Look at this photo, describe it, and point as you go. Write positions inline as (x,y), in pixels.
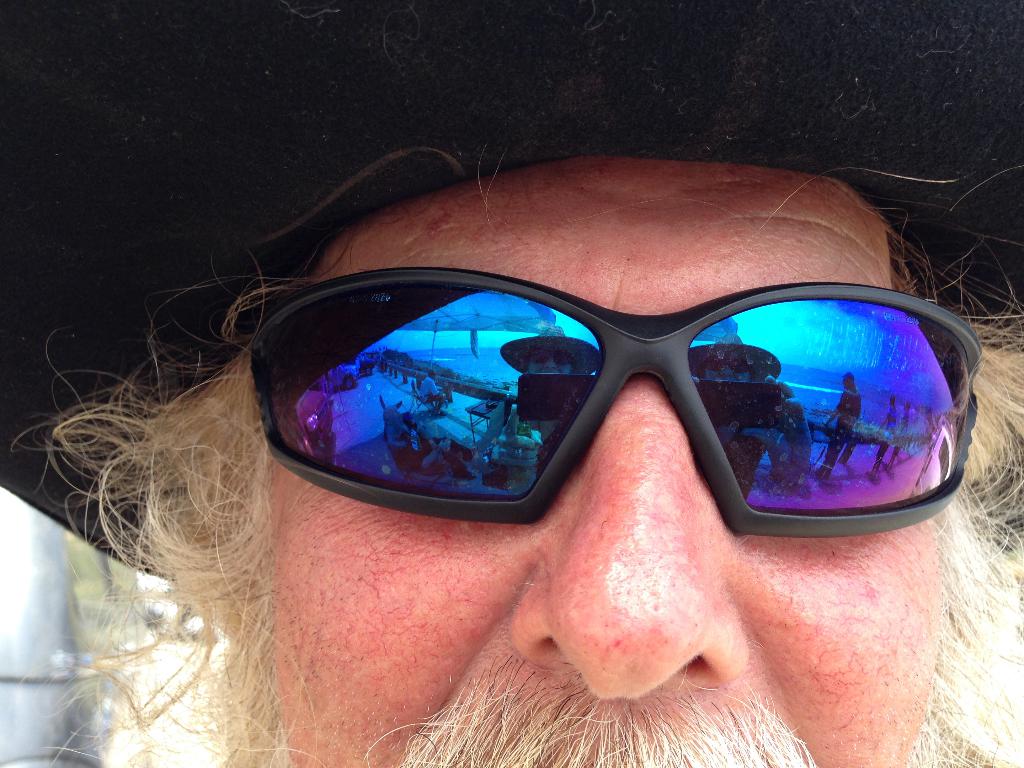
In this image there is a man (925,746) wearing hat (269,214) and glasses (691,406).
